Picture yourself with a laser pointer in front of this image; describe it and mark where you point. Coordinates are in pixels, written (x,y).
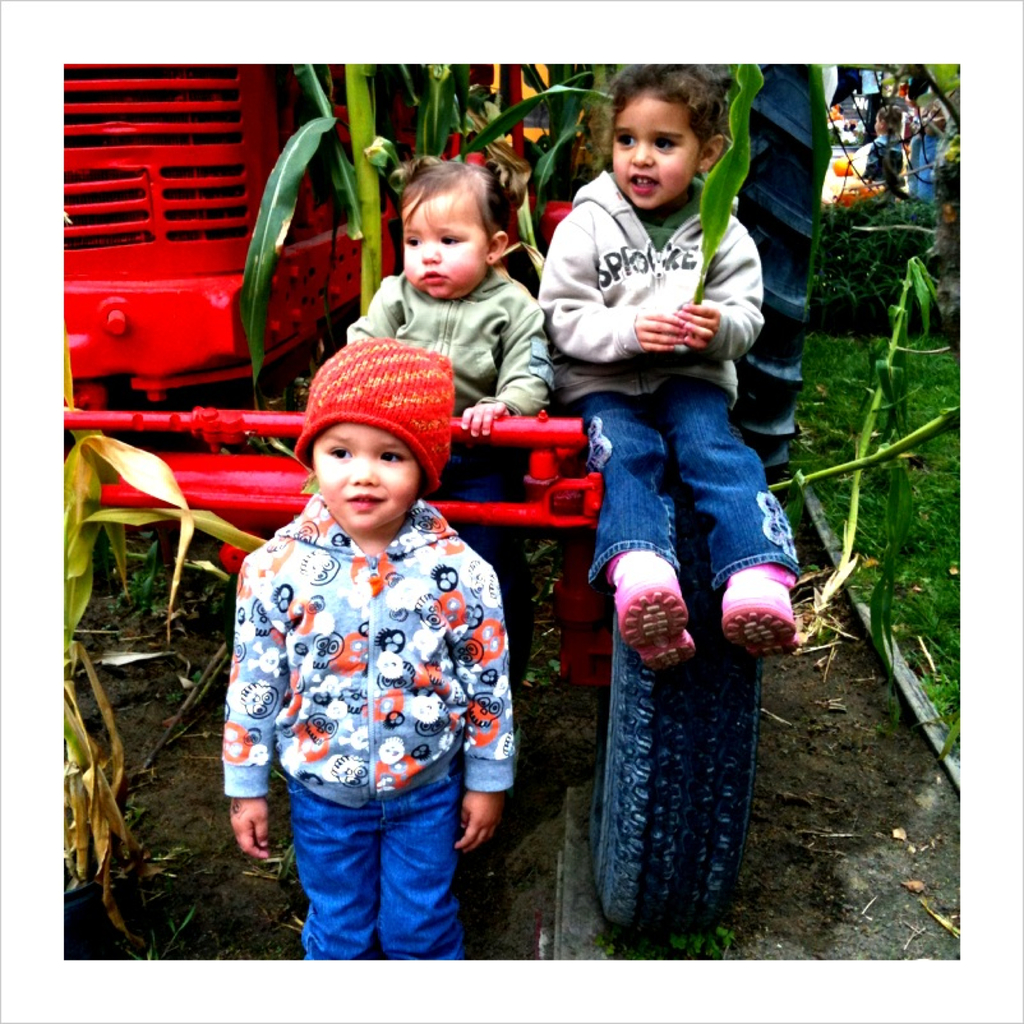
In this picture there three small kids (412,592), one is standing and one is sitting on the tractor wheel (712,599). Behind there is a red color tractor (158,146) parked on the ground (844,389).
